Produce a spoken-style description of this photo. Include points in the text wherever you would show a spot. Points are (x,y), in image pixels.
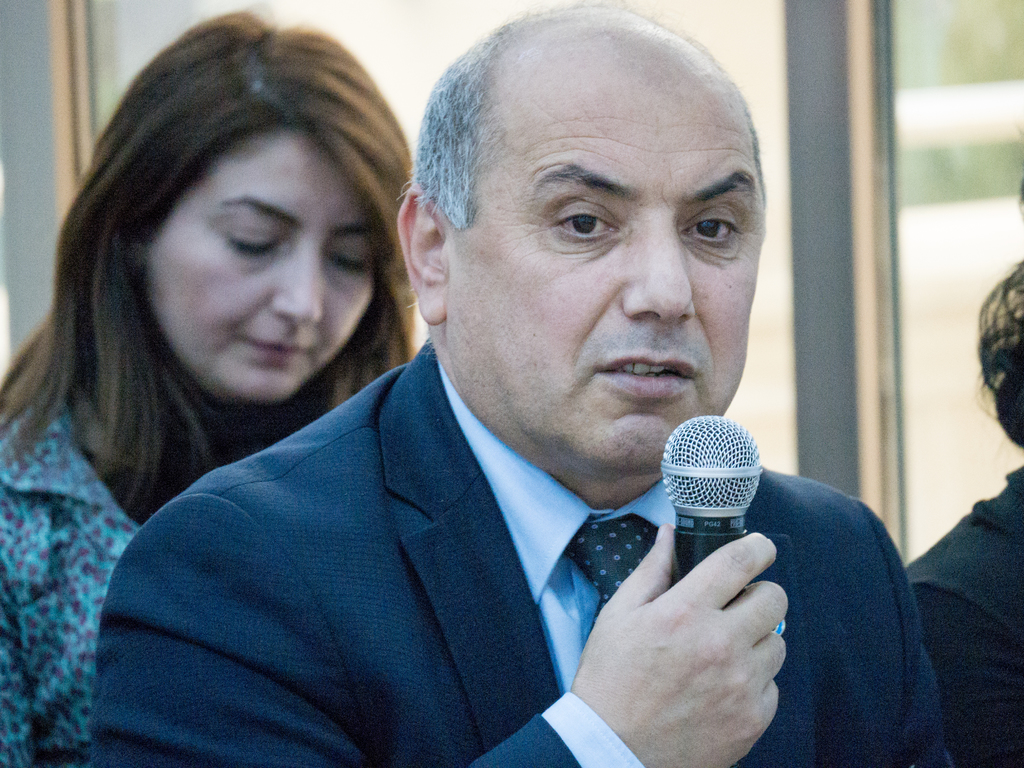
He is a man (822,732) in the center (599,488) holding a microphone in his right hand (700,718) and he is speaking. In the background (131,258) we can see a woman (11,474) on the left side (156,232).
